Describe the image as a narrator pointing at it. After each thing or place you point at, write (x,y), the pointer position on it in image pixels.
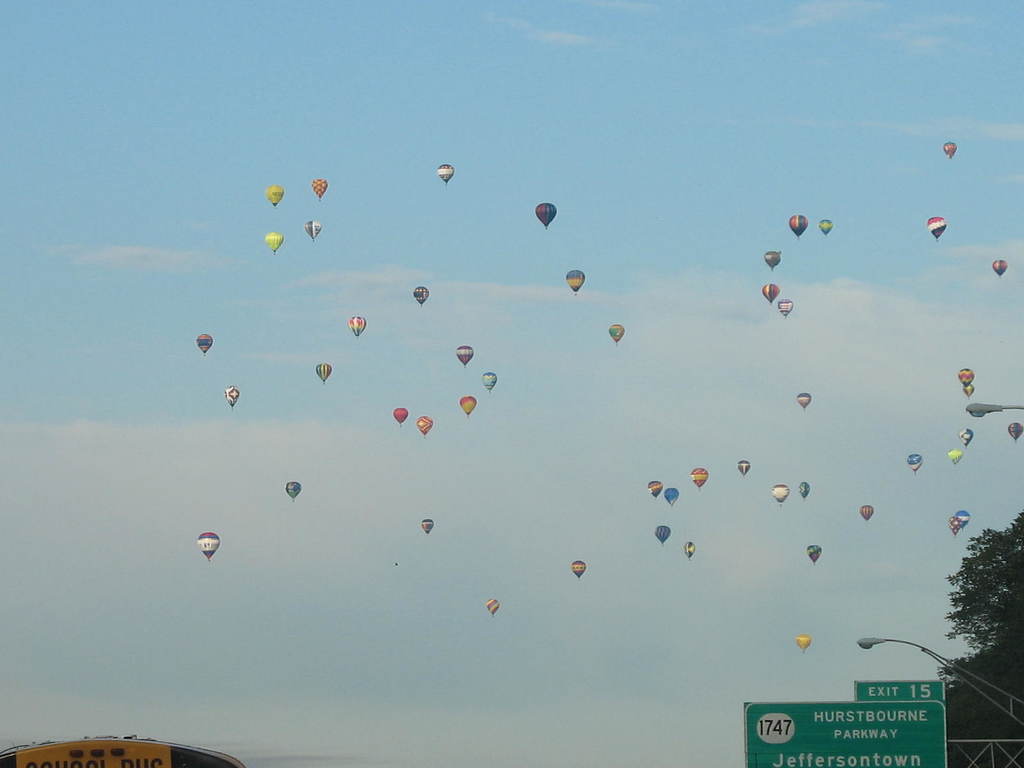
In this image we can see a group of hot air balloons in the sky (593,422). On the right side (864,696) we can see a street sign (873,716) with some text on it, street poles (997,705) and some trees (960,600). On the left side (91,750) we can see a school bus (107,752).
